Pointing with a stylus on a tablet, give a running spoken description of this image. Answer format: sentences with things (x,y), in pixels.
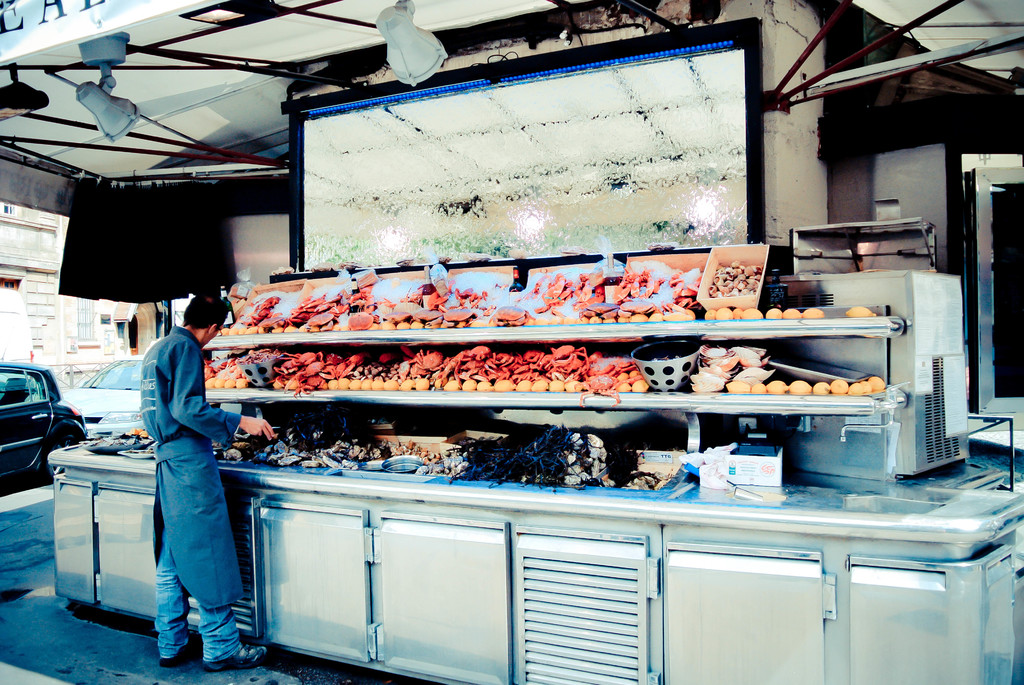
There is a man (209,634) standing on the floor (178,670). Here we can see a screen (482,164), rack (406,325), and food (426,374). There are cars (130,414) and this is a building (27,305). Here we can see lights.
